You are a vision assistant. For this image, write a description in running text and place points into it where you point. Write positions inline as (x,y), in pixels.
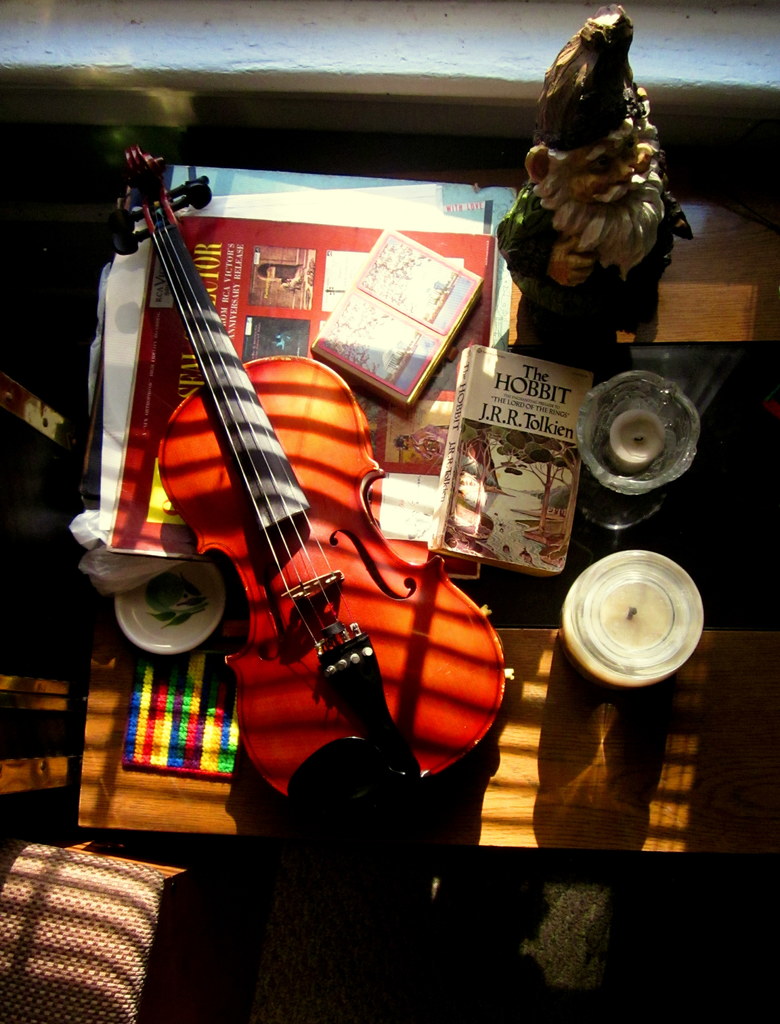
On a table (488,822) there is violin (294,489) books (546,372) gnome statue (605,270) and magazines (299,288) on it.
